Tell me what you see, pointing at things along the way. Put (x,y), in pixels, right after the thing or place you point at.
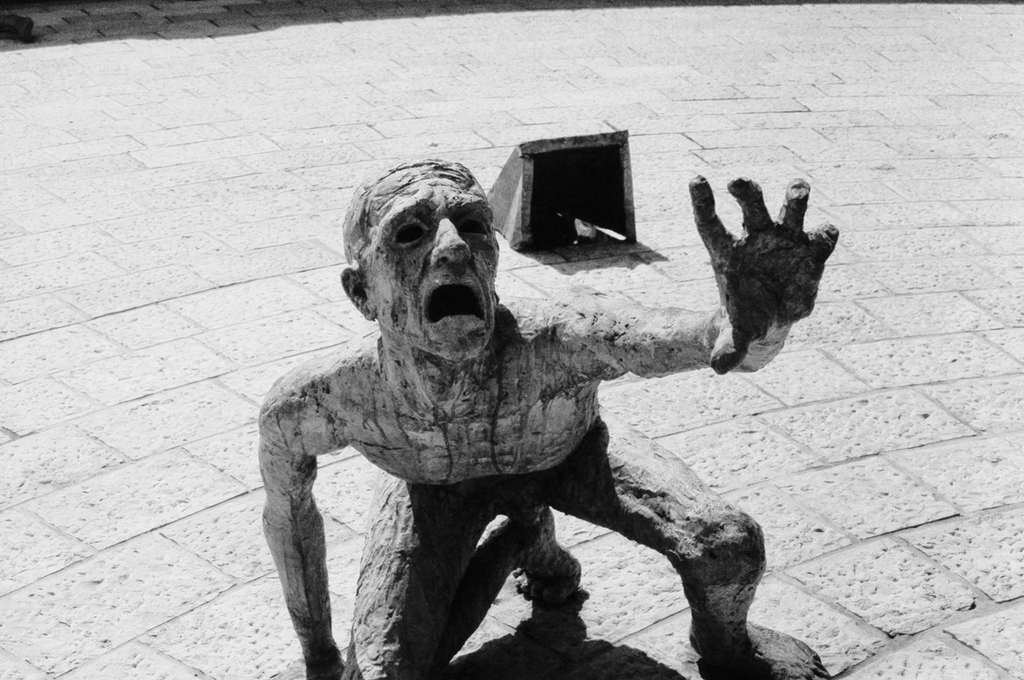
In this picture, we see a statue of a man (555,486) on the ground (659,631) and we see a light (558,214) with a cover (617,215) on it on the floor (640,238).
